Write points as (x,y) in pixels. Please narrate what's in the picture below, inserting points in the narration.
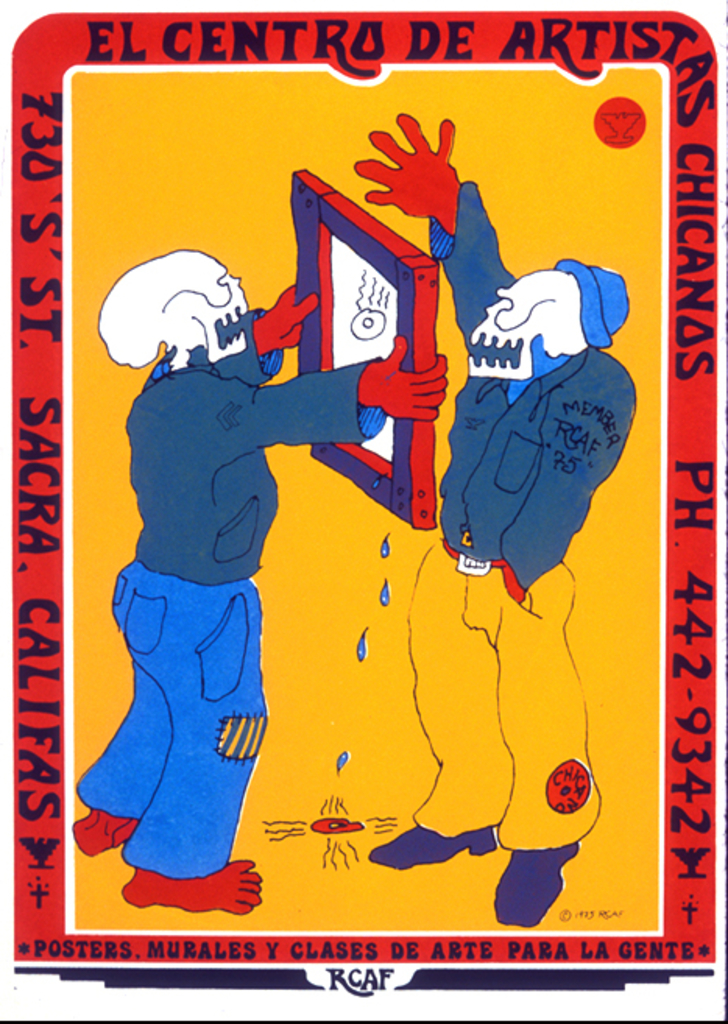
This picture contains the poster (343,537) of two men (566,514) standing. The man (252,698) in blue pant (226,653) is holding a board (391,302) in his hands (386,399). In the background (332,478), it is yellow in color. We see some text (555,34) written on the poster (343,937).
